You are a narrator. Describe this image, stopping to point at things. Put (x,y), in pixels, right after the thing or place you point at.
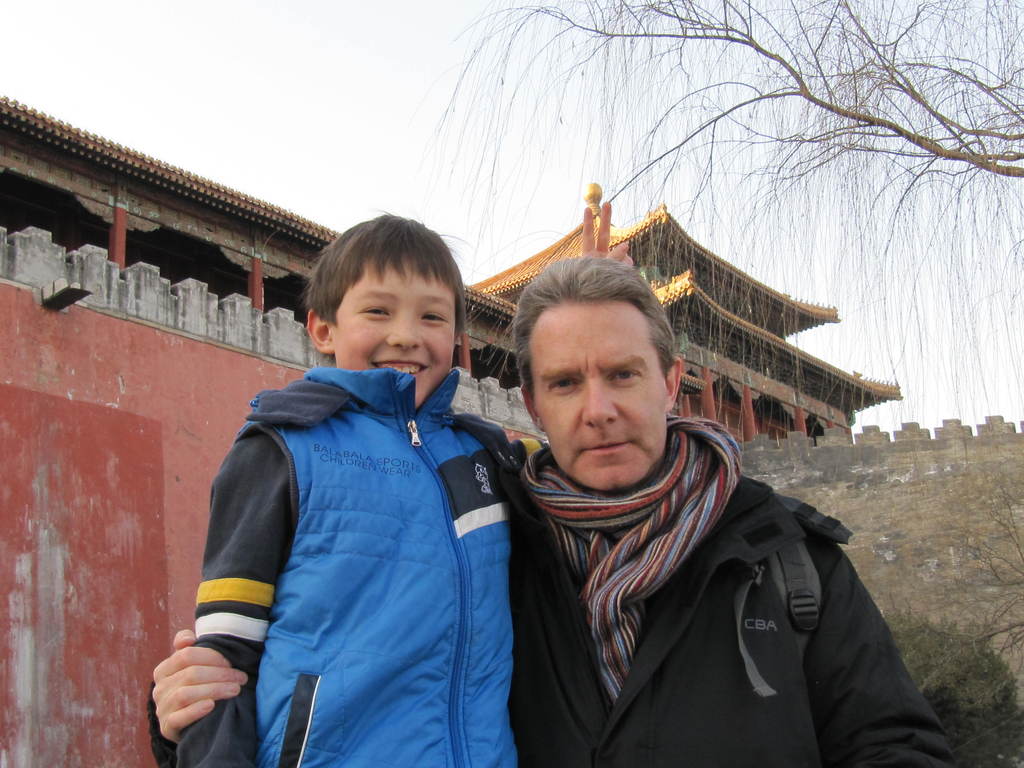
In the image two persons (660,323) are standing and one is smiling. Behind them there are some buildings (664,230) and trees (586,16). At the top of the image (586,16) there is sky (381,165).
